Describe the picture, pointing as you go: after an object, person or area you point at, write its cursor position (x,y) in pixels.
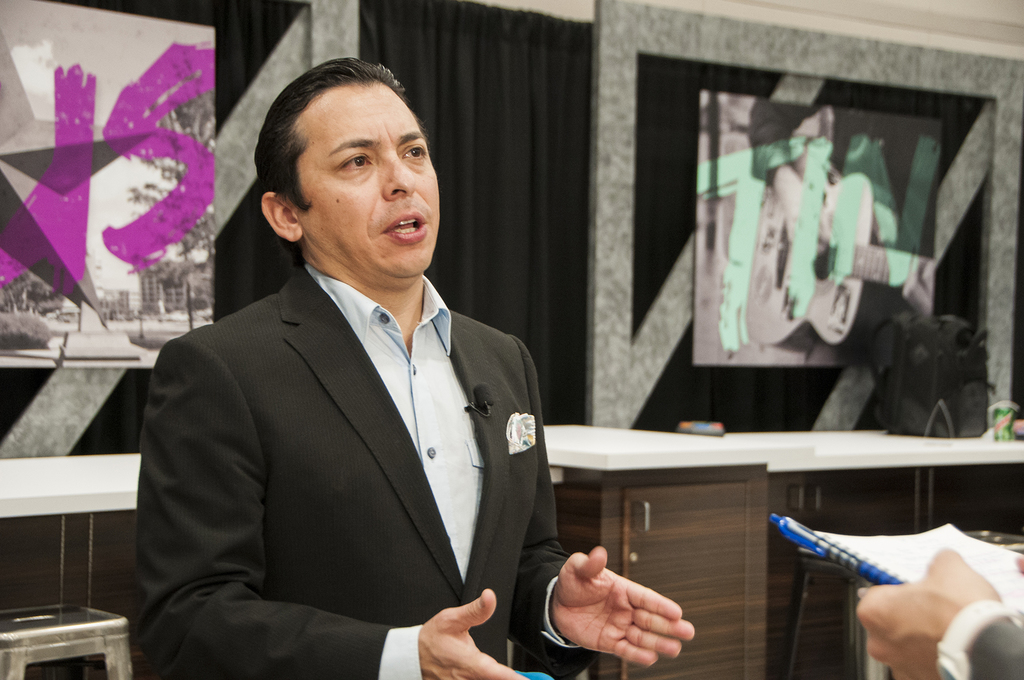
In the image we can see a man (371,434) standing, wearing clothes (381,448) and it looks like he is talking. Here we can see a microphone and we can even see the hand (945,629) of a person (941,627) holding a book (889,553). Here we can see posters (738,221), curtains (494,108) and the image is slightly blurred.
